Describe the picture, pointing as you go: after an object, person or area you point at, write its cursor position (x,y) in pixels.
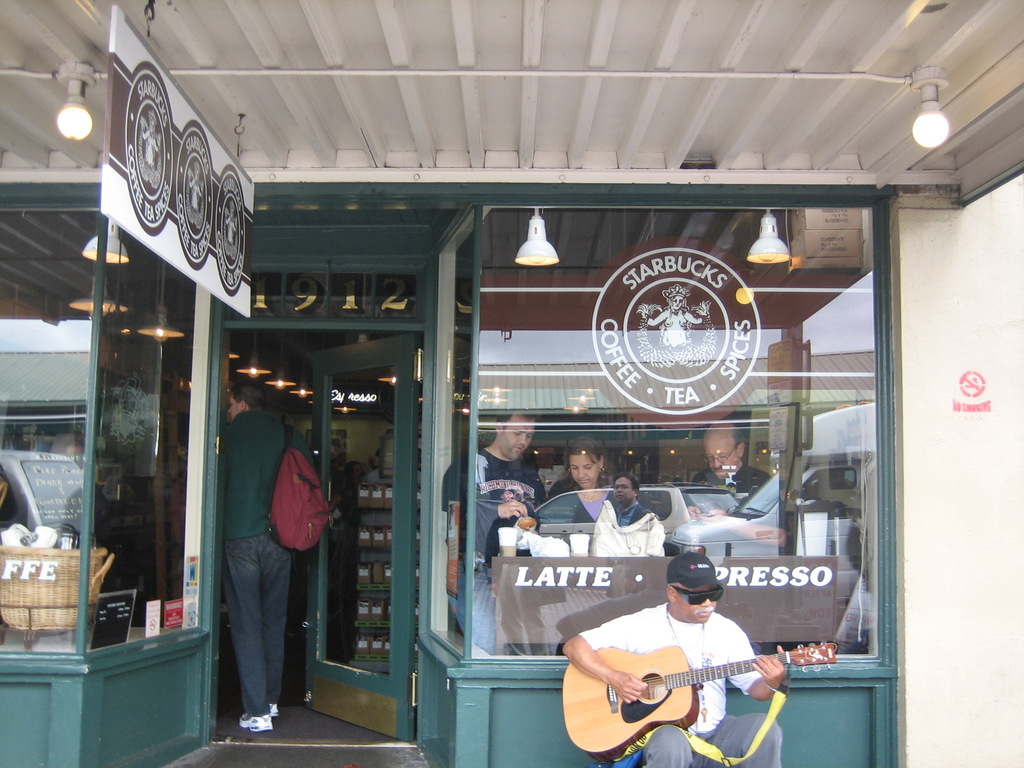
In this image, we can see stall (179,664). Few peoples (477,565) are there in the image. Here there is a backpack (289,514). At the bottom of the image (657,686), human (641,694) is holding a guitar (660,681). Here we can see Glass door (377,581), icon (697,307), Lights (913,128), white color roof (556,106), board (228,157). Some items (33,568) are placed here. Here we can see vehicles (674,522) and door (372,567).
